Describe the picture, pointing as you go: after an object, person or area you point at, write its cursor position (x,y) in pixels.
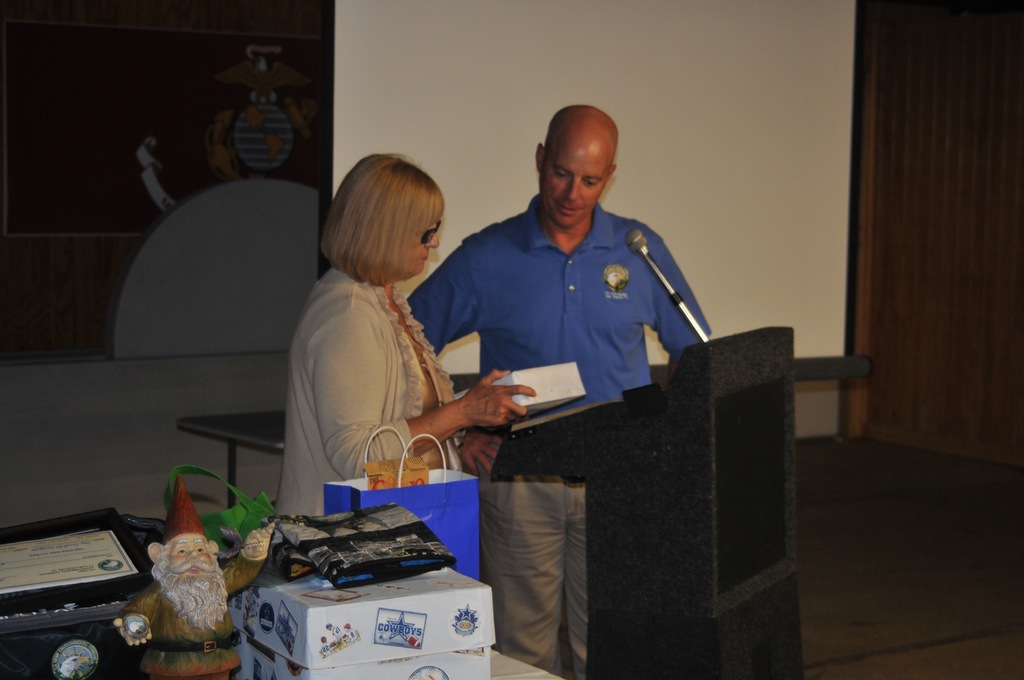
In this picture there are two persons (480,327) standing and there is a mic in front of them and there are few other objects (284,588) in the left corner (255,597).
